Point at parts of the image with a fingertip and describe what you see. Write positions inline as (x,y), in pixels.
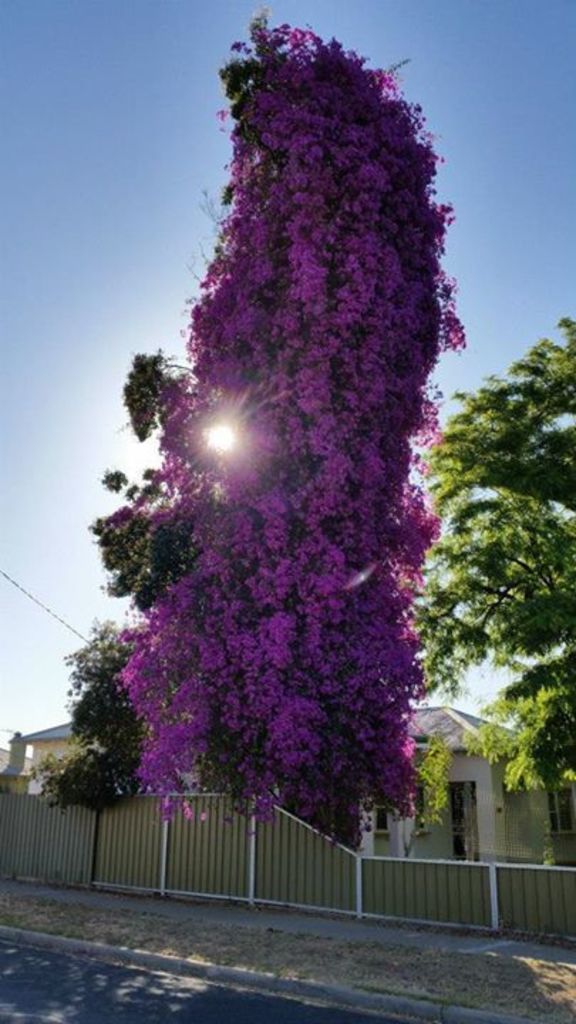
In the center of the image (302,638), we can see purple flowers (316,732) and there is a fence (440,882). In the background (493,756), there are trees (472,586) and we can see sunlight (206,451). At the bottom (105,988), there is a road (291,1014).
